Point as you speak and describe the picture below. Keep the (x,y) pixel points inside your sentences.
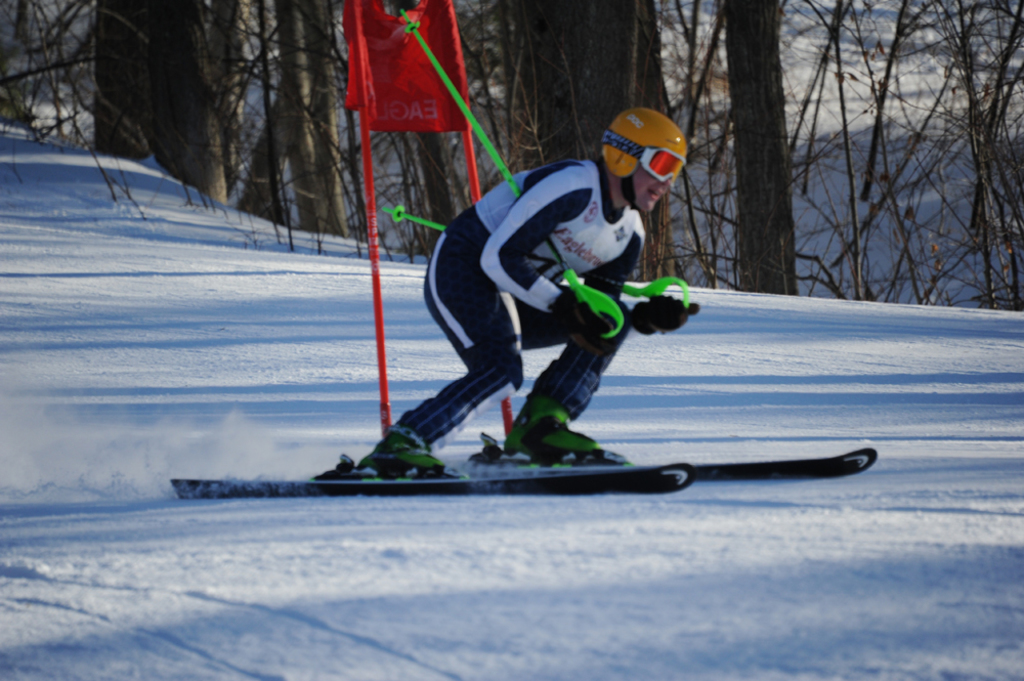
In this image we can see a person (526,431) skiing wearing helmet (681,149), goggles (656,172) and holding two sticks (618,309), behind him we can see a few trees (428,135) and a stand (389,91).
